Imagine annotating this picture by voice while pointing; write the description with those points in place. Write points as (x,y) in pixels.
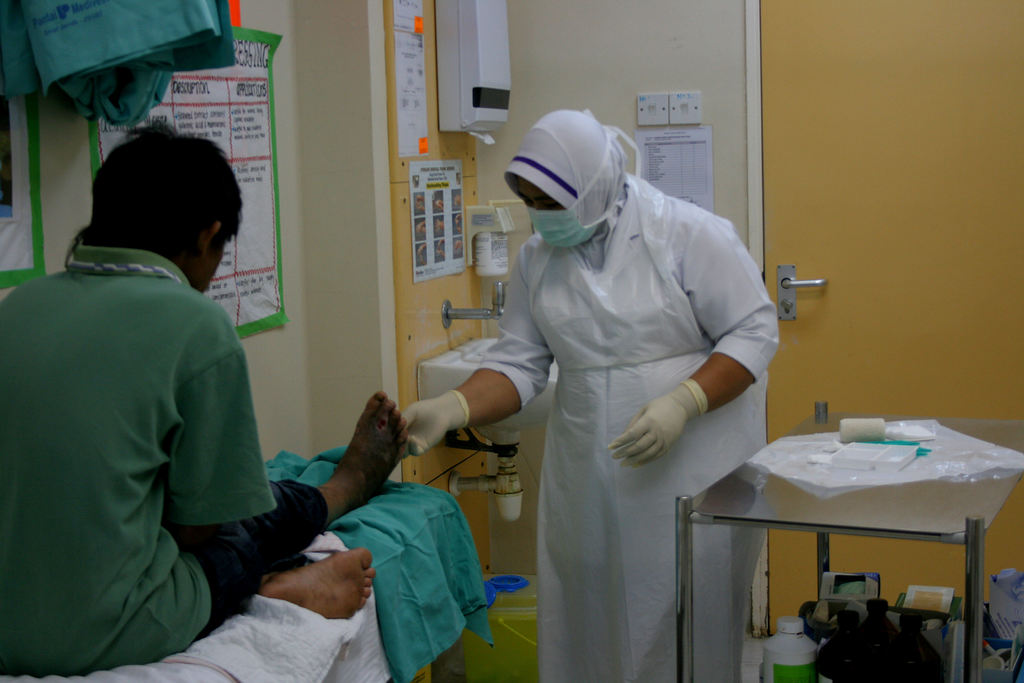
In this image there is a person (213,501) sitting on the bed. There is a nurse (618,456). There is a table (883,507). There are papers (869,477) on the table (904,507) and bottles (899,649) in the table (907,493). There is a wall (561,67). There are papers (248,212) on the wall (318,244). There is a door (896,164).
